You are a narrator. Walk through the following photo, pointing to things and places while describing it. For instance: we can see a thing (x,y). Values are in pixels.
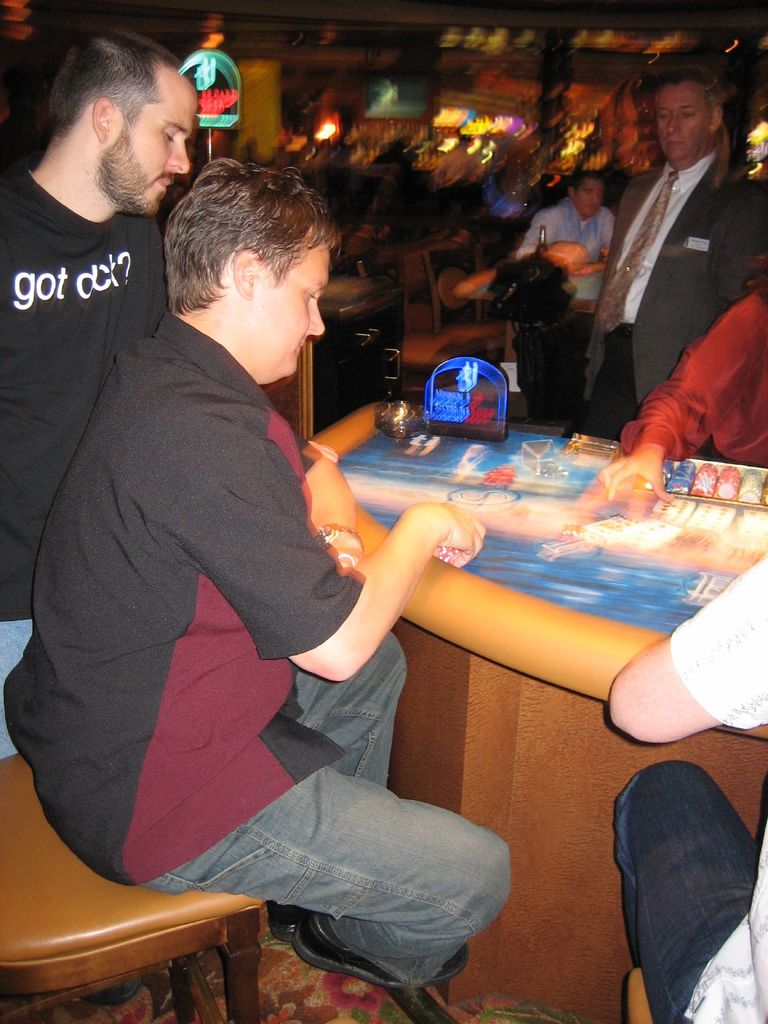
There are two persons (170,309) one, two one person (190,472) is sitting on the chair (51,870) in the left side (112,166) and one person (80,245) is standing looking at the game (512,510). At the right side (656,251) one person (665,219) is standing and he is looking at the game (509,520), this is the hand (651,451) of the person (698,369). In the bottom right (745,829) one person (716,911) is sitting on the chair (634,989).
